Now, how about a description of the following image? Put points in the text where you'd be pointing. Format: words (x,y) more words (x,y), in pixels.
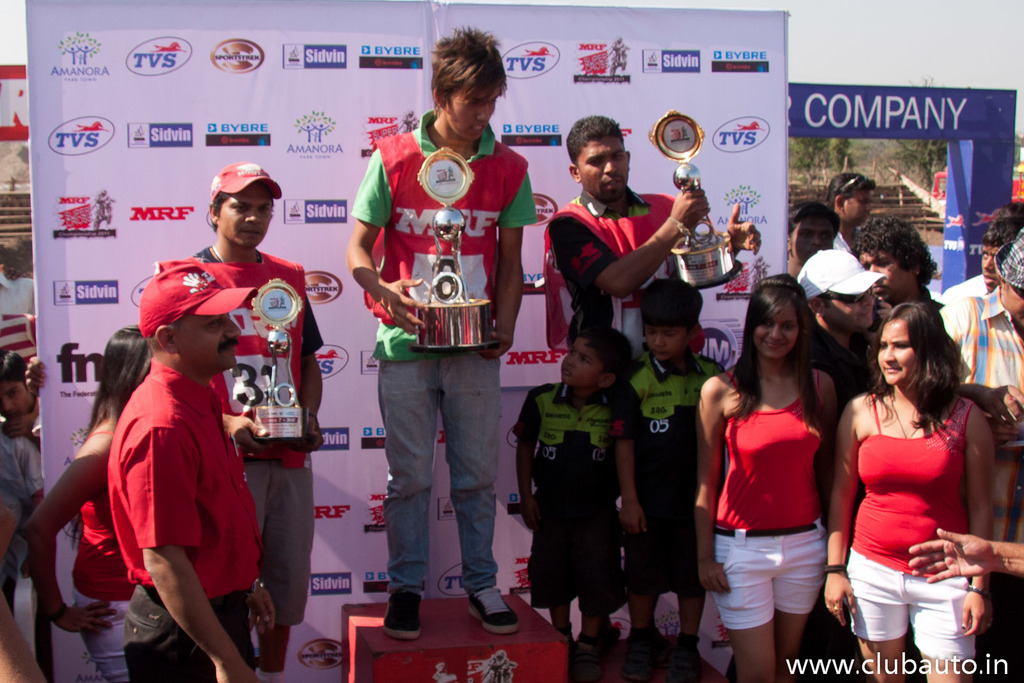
In this image we can see these three people (255,360) are holding awards (701,261) in their hand (243,445) and standing here and here we can see these people (905,440) are standing. In the background (555,124), we can see the banners (547,123), trees (882,172) and the sky (897,39). Here we can see the watermark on the bottom right side of the image (814,666).
